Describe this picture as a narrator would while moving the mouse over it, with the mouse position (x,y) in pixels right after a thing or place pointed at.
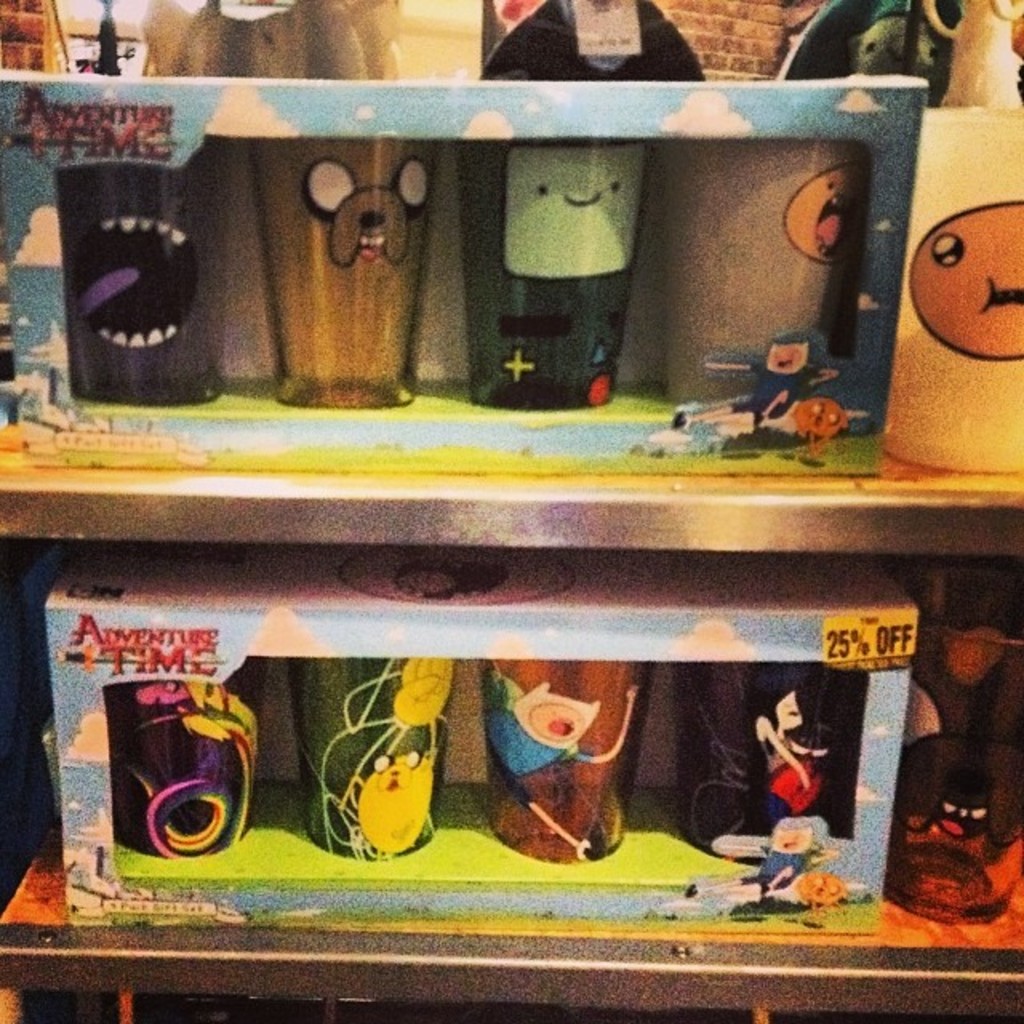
In this image, we can see few objects (127,298) are packed into boxes (644,659). These are placed on the racks (231,944). On the right side of the image (1012,171), we can see glasses (985,448). Top of the image (22,48), there are few objects (591,52) and brick wall (747,56).
